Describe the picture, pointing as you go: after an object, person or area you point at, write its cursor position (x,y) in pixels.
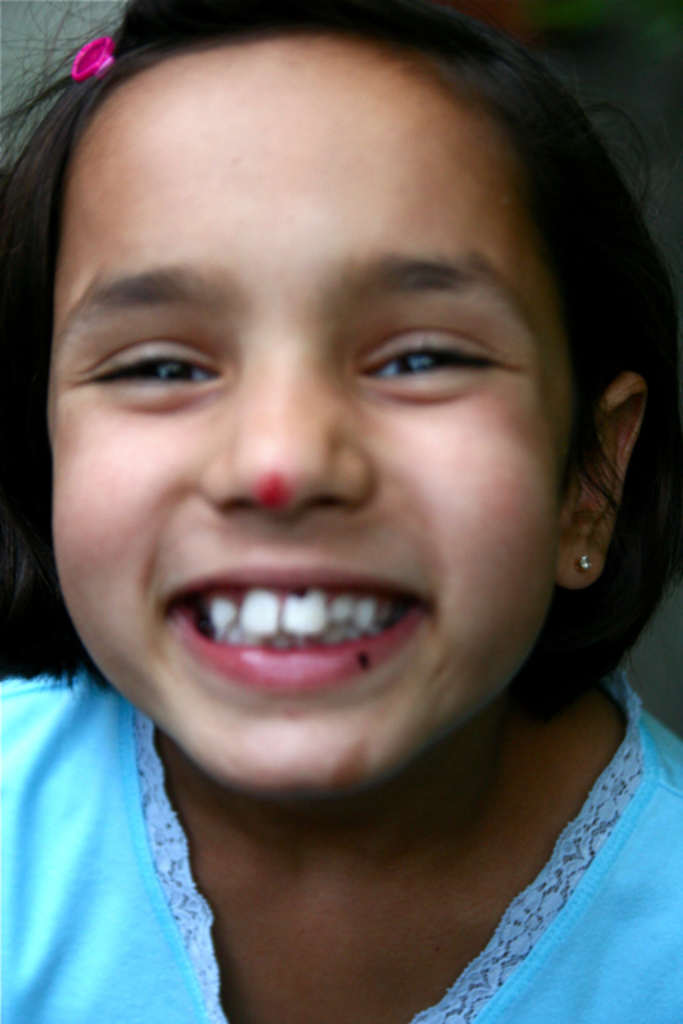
In this image there is a little girl (311,570) with a smile (286,661) on her face (277,693).
